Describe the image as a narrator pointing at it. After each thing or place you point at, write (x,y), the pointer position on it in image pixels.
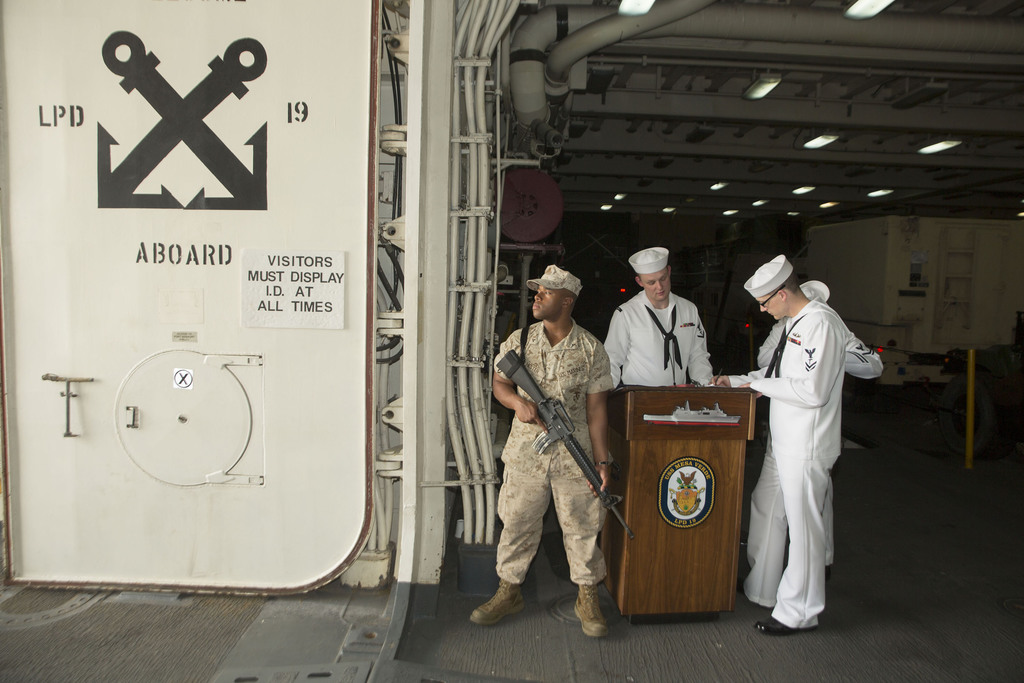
In this picture we can see the people (821,359) standing. We can see podium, objects (867,234) and lights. On the left side of the picture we can see a man (569,295) is standing wearing a cap (541,286) and he is holding a gun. We can see a board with some information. We can see the text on a whiteboard (309,356).
